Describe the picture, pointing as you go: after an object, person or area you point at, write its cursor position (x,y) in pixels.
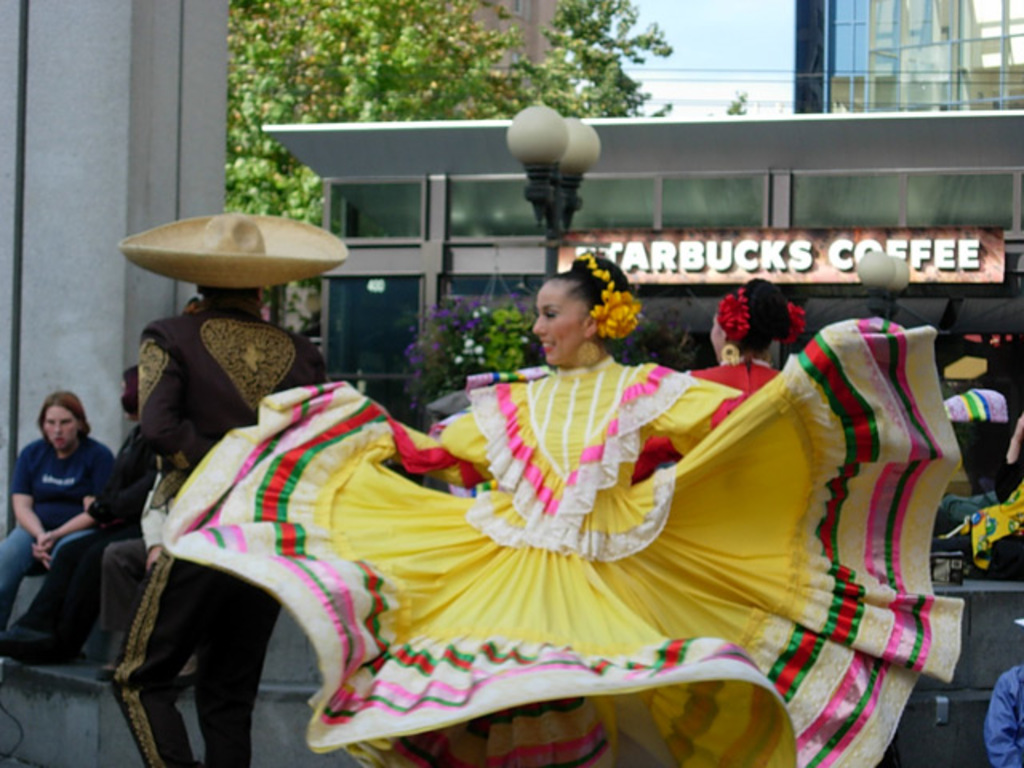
In this image I see number of people (29,454) in which few people (477,408) are wearing costumes (365,430) which are colorful. In the background (679,162) I see buildings (860,76) and I see a board (752,250) over here on which there are words (800,256) written and I see the light poles (551,232) and I see the sky (695,22), wires (646,69) and I see green leaves (471,39) on the stems (312,91).
